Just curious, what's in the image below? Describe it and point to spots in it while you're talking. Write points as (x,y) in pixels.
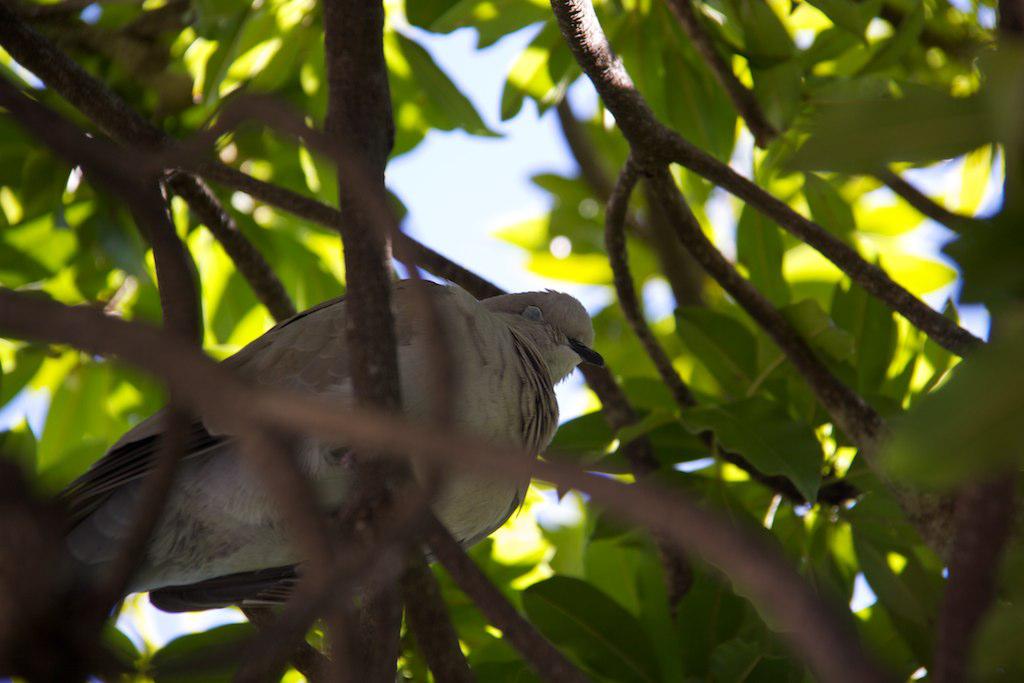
In this image there is a bird (508,393) sitting on the branch (400,408) of a tree (341,411), in the background of the image (234,158) there are branches (358,208) and leaves (691,311).
